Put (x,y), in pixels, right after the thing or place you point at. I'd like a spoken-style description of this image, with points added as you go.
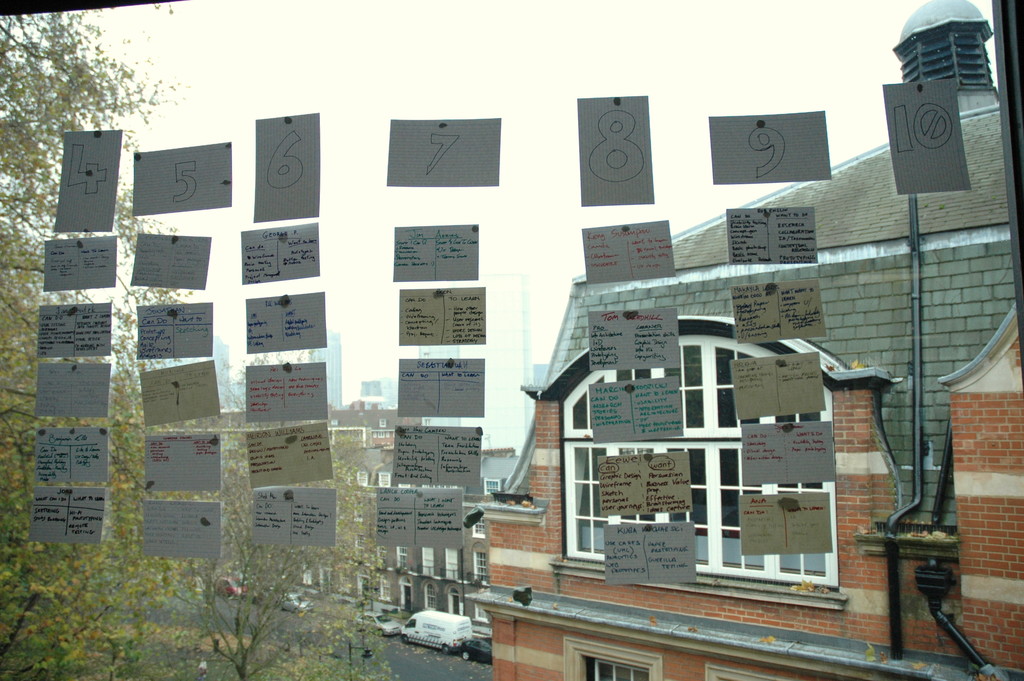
In this picture we can see paper notes (677,425) on a glass (604,92). Through glass (549,330) we can see trees (43,562), vehicles (414,625) on the road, buildings (915,311) and the sky (524,228).
